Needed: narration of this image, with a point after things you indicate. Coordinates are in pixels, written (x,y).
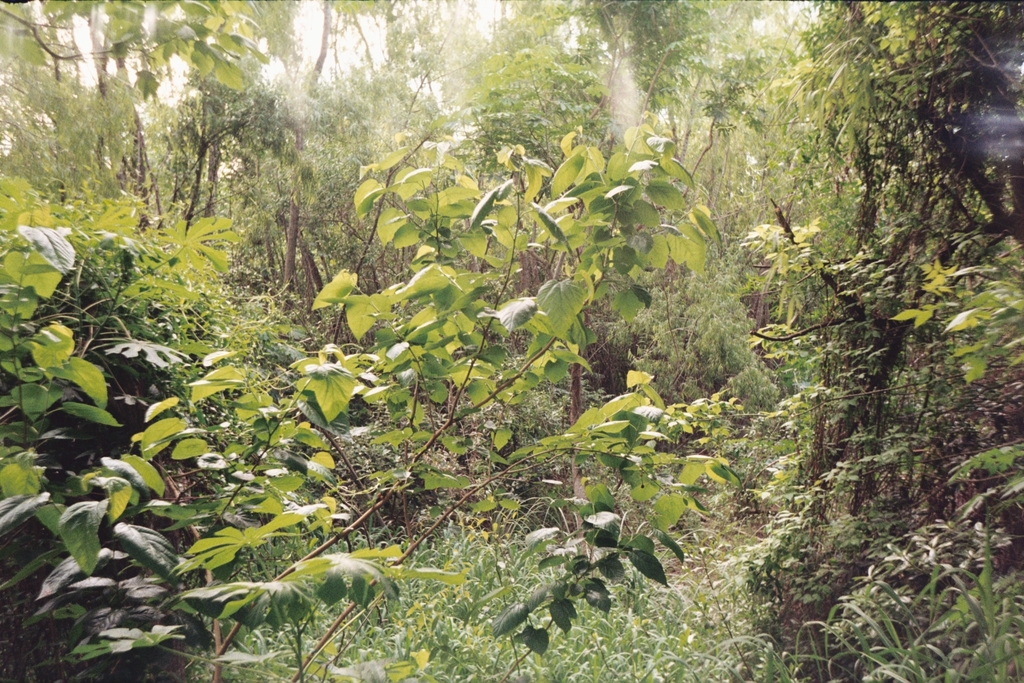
In this image I can see many trees (649,310) which are in green color. In the background (132,67) I can see the white sky (306,39).
